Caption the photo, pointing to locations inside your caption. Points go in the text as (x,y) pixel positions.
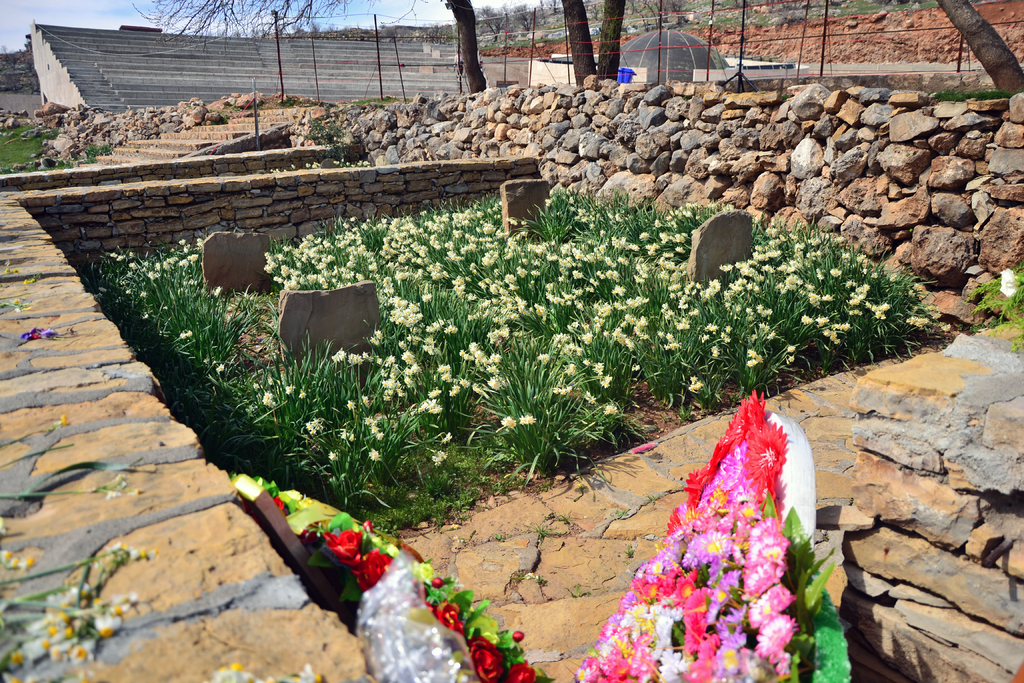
In the image on right side (1018,163) we can see some stones (1020,193) and plant (1023,301) with flowers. On left side (16,159) there is a grass (7,140) at bottom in middle (656,277) there are some plants (652,274) with flowers (500,296) and a staircase (257,56) and sky (70,6) is on top (56,17).
